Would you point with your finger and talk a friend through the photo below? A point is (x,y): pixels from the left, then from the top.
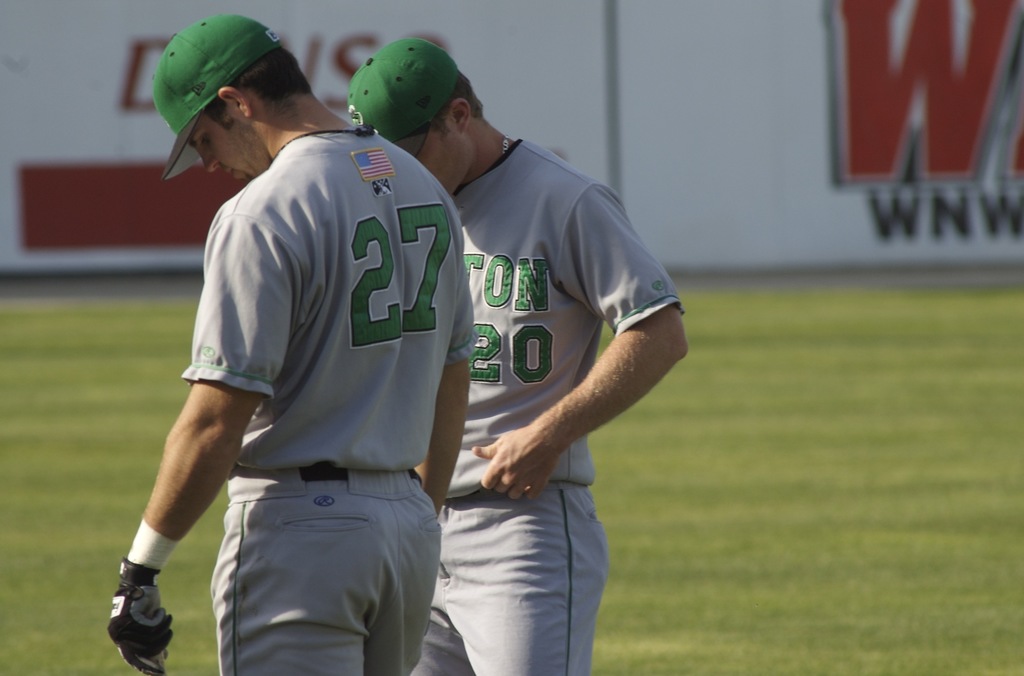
In this image I can see two persons (383,474) wearing grey and green color jersey (376,453) are standing on the ground (625,558). In the background (744,178) I can see few boards (688,106) which are white, red and black in color.
